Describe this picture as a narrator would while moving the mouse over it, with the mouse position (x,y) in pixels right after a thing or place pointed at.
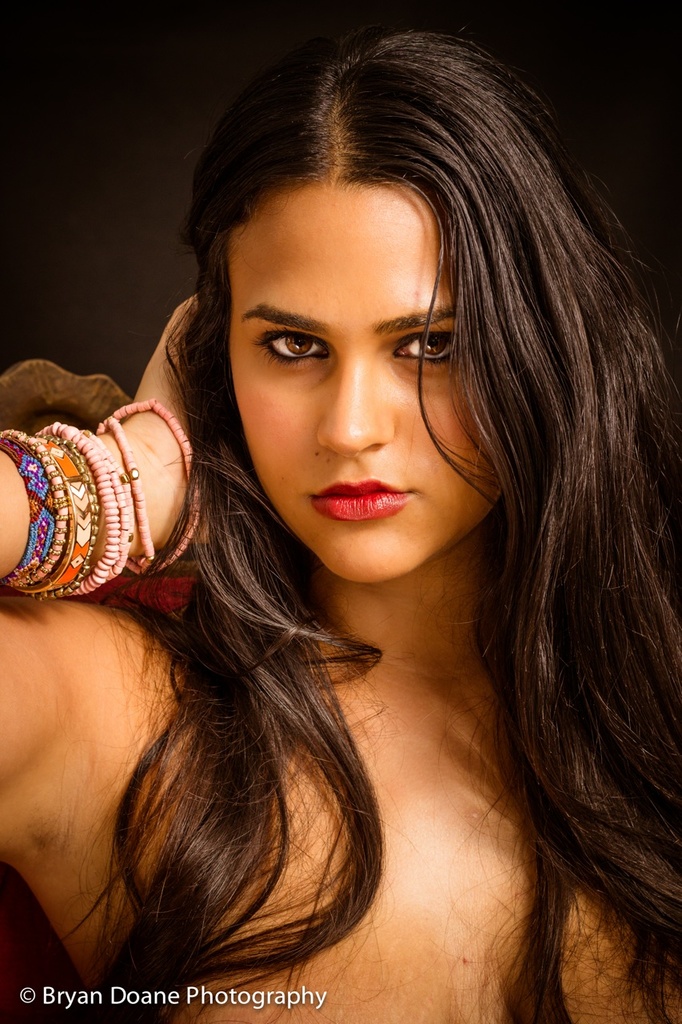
In this image we can see woman's face (396,478) who is wearing wristbands (129,479), bangles (115,486).
